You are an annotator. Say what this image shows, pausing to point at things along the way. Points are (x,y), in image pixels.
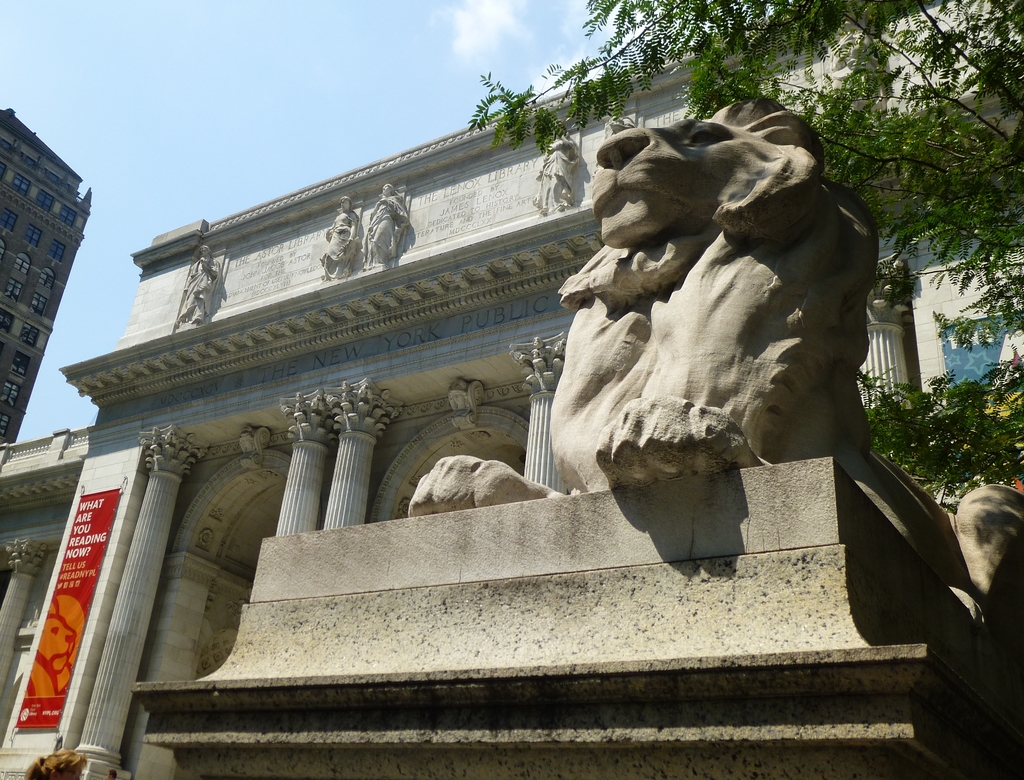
This picture is clicked outside. On the right (766,213) there is a sculpture (722,258) of a lion (752,305). On the left (227,313) there is a building (449,368) and we can see the pillars (143,570) and the text (550,313) on the building (244,363) and we can see the sculptures (403,204) attached to the wall (465,164) of the building (408,191). In the background (219,23) there is a sky (536,27) and we can see the trees (1020,251) and some other building (59,254).
